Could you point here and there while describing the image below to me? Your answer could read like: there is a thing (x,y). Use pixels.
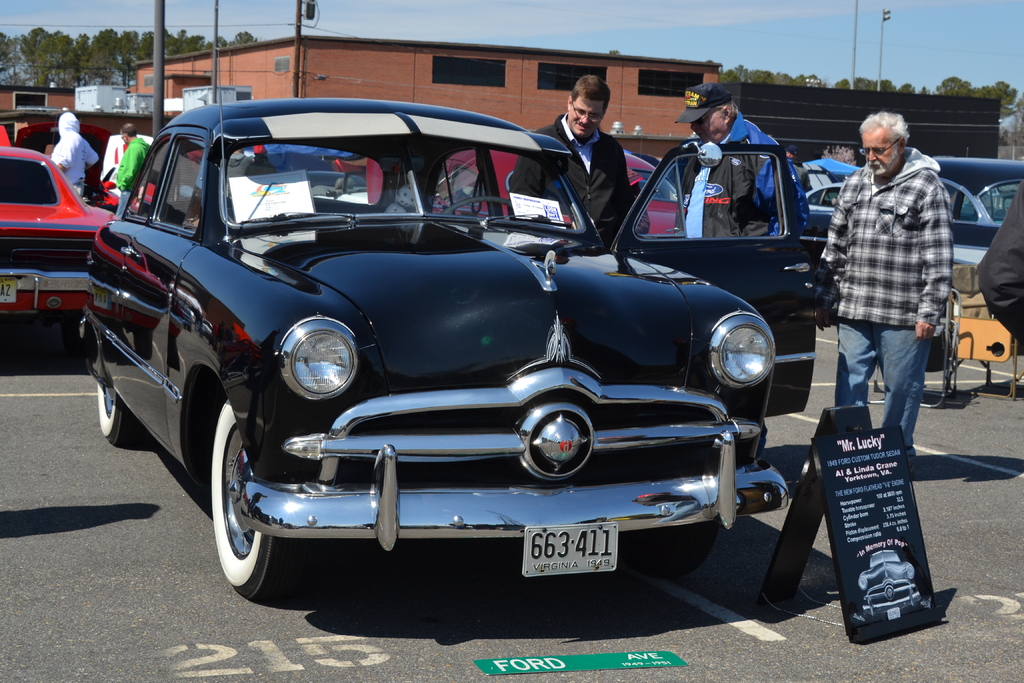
In this image we can see motor vehicles (316,270) and person (840,282) standing on the road (707,561), name boards (836,509), buildings (655,128), poles (159,56), cables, trees (182,40) and sky (710,49) with clouds (532,29).
